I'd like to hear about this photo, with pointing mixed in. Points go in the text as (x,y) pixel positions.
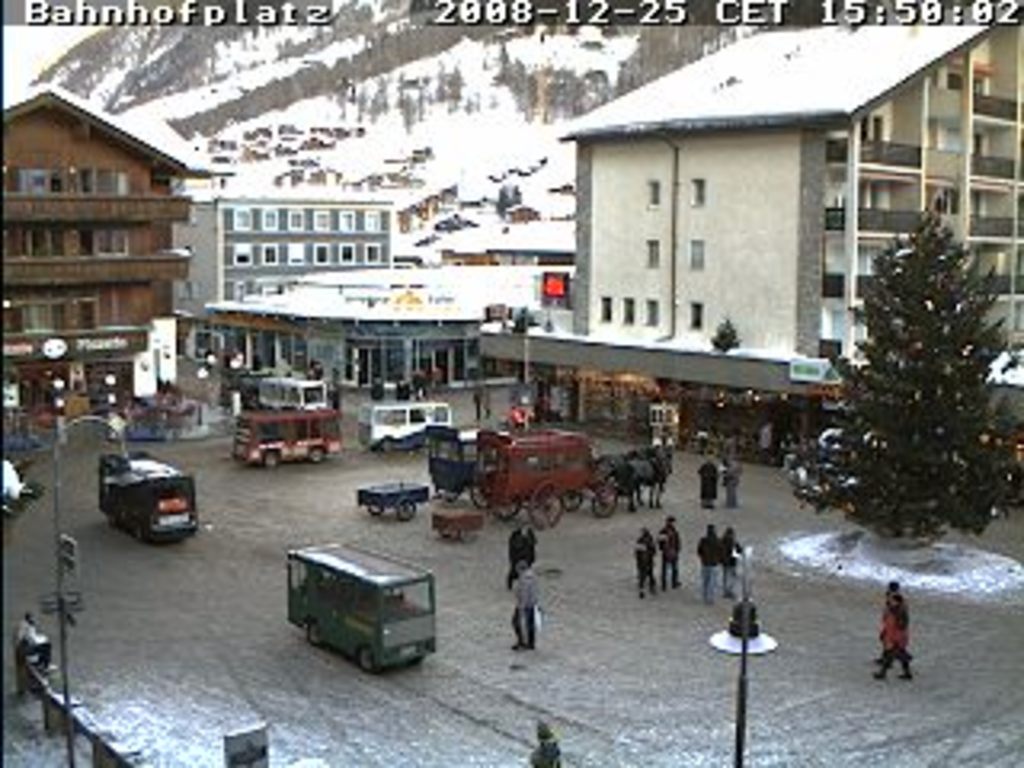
Here we can see vehicles (277,435), carts (464,468), people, light poles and trees (962,436). Building (821,315) with windows (58,243). Top of the image (477,7) there is a watermark (667,14).
